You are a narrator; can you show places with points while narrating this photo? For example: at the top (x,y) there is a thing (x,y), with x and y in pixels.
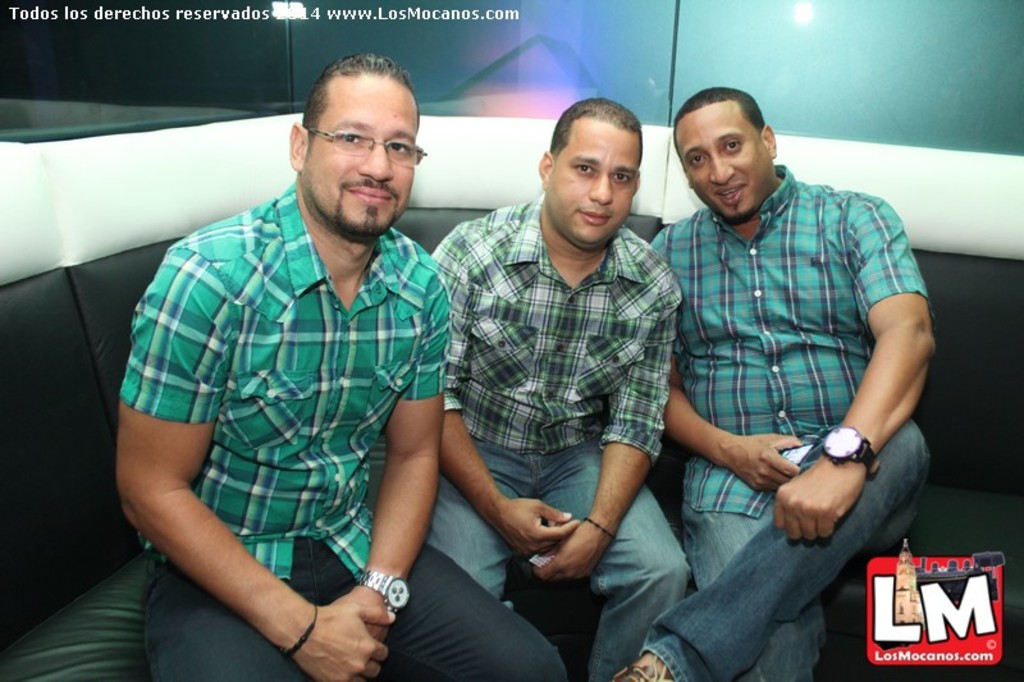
In this image, there are three persons (374,296) wearing clothes (843,319) and sitting on the sofa (109,600). The person (197,347) who is on the left side of the image (293,196) wearing spectacles (351,138).
